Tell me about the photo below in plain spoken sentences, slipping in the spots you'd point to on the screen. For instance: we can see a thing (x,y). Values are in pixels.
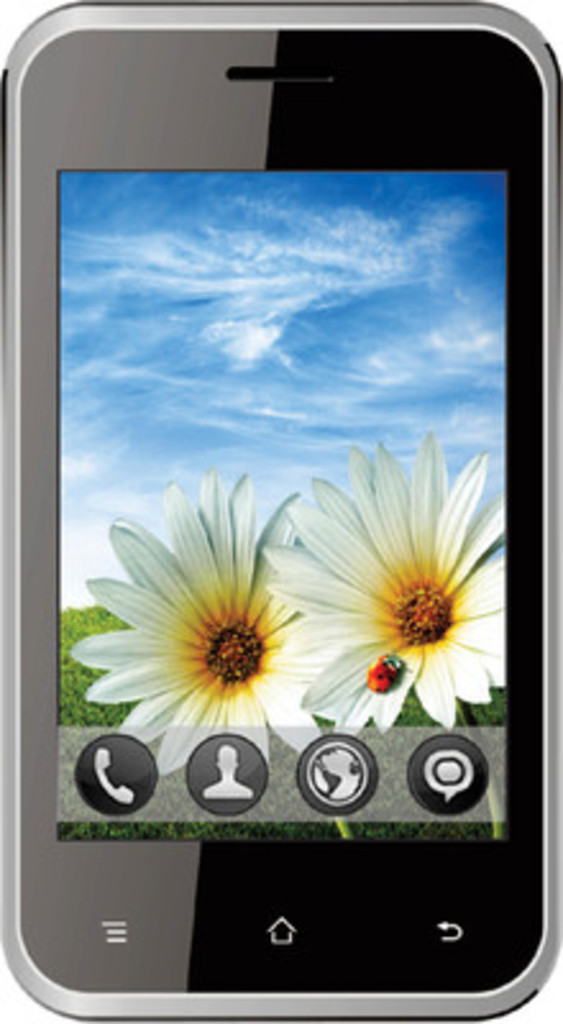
In this image we can see a mobile (299,1007). On the screen (285,771) of the mobile (232,774), we can see icons (146,793), flowers (235,645) and the sky (248,328).
